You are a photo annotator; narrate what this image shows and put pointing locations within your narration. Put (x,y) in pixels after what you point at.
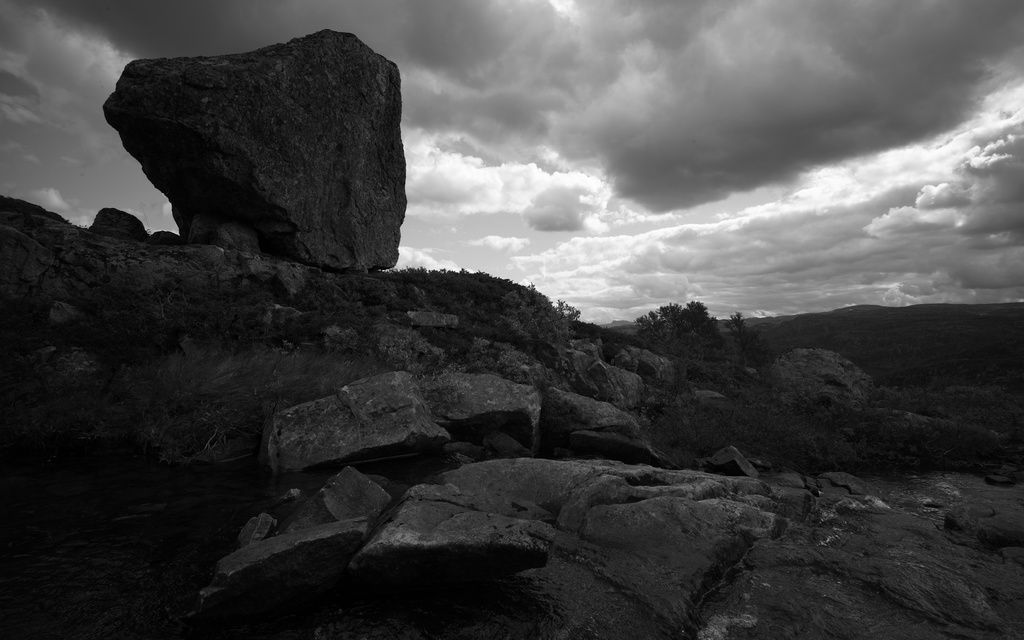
This is a black and white image. In this image we can see rocks (67,306), plants (684,362), water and other objects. At the top of the image (498,142) there is the sky (639,182).
